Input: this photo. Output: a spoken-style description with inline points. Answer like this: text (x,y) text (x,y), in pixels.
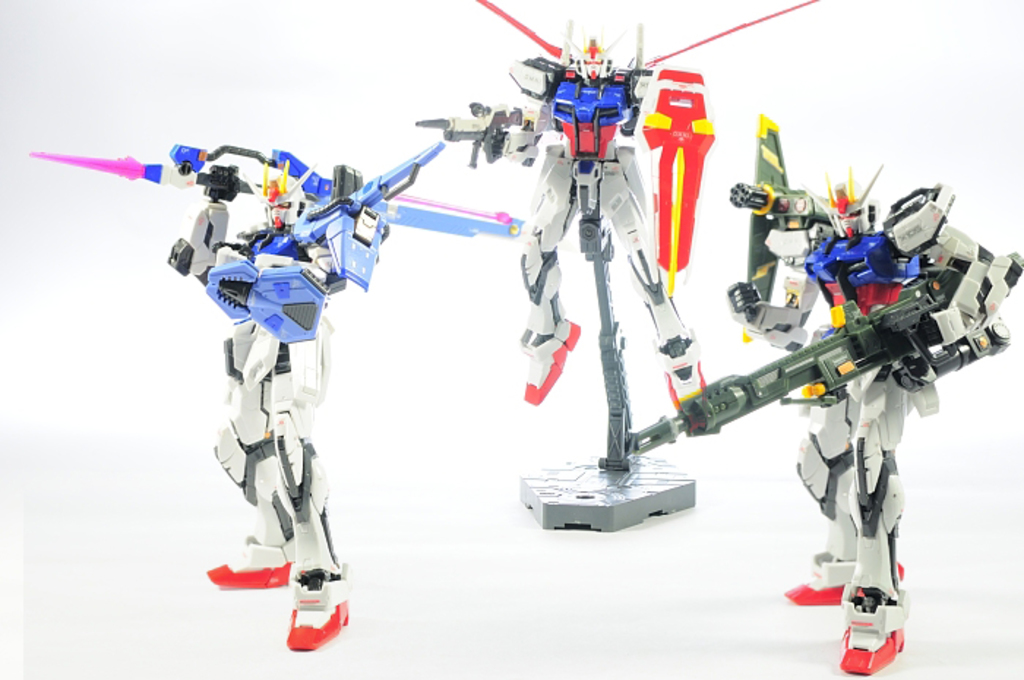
In this image there are three robots (312,330).
